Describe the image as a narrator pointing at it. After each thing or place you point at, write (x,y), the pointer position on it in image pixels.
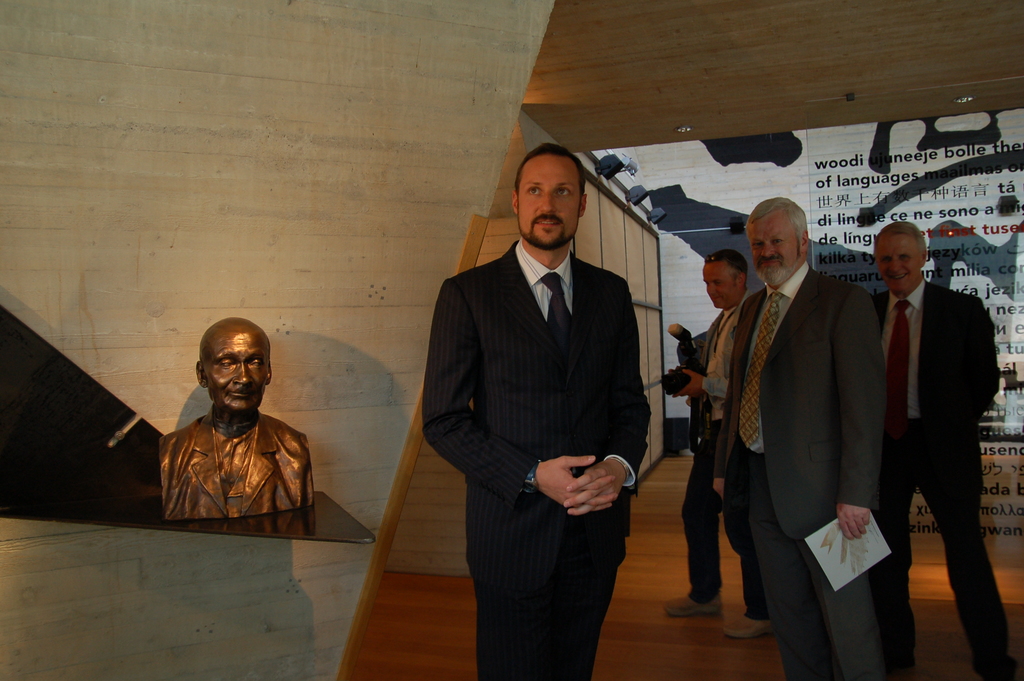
In this image we can see some people (545,413), a sculpture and other objects (18,456). In the background of the image (385,187) there is the wall (243,178), board (812,139) and other objects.
